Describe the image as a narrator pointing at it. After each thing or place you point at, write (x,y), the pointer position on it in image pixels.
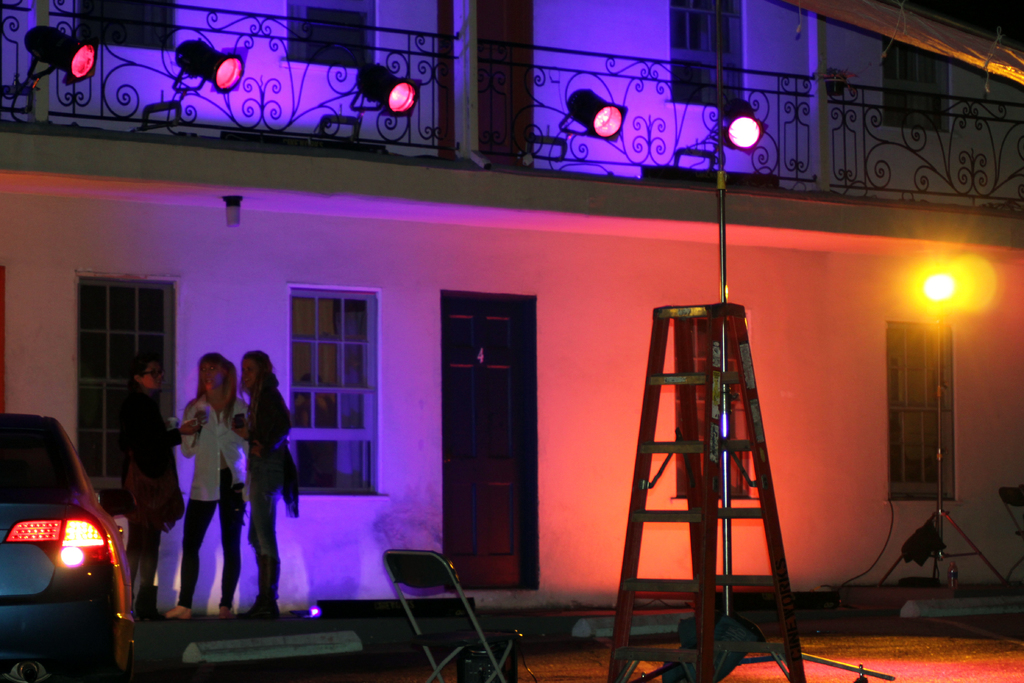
In the picture there are three women (192,419) standing in front of a wall (596,388) and there is a car (64,557) on the left side (35,603), behind the women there is a house (584,303) and in front of the house (618,331) there are few lights (353,106) fit to the balcony (649,130). There is a ladder (679,583) and a chair (423,564) on the ground (530,615).
